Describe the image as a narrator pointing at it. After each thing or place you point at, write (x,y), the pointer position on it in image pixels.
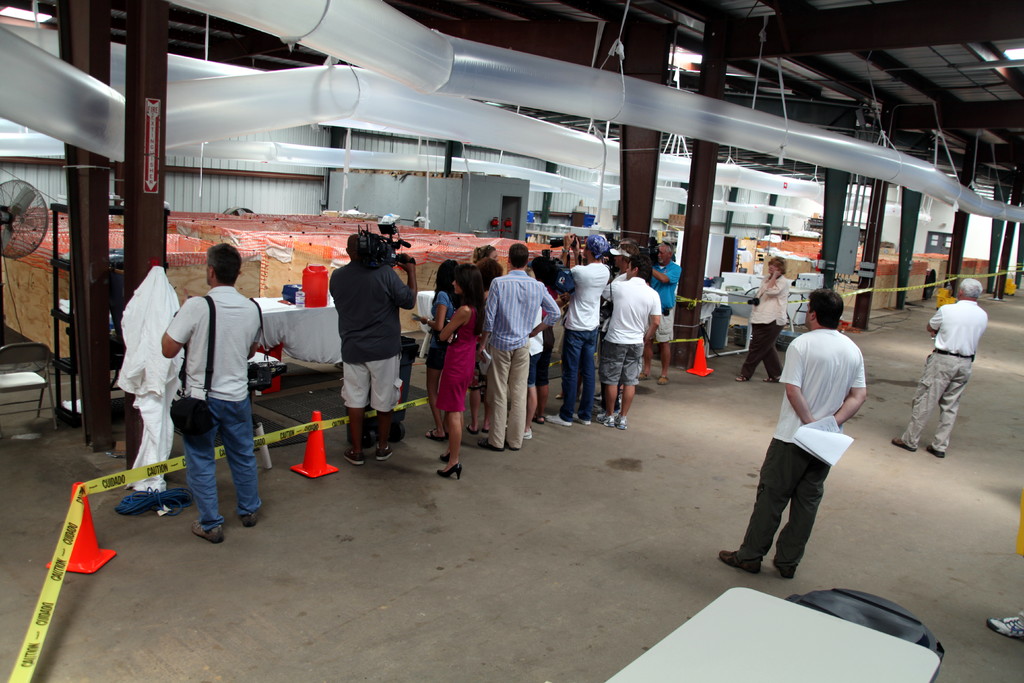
In this image I can see some people (803,384) standing facing towards the back (383,277) with cameras (385,252). I can see some pipes (756,144) and tubes (488,92) and some boxes (979,266) and there is a yellow color tape (64,547) and barricades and some objects (728,286).
